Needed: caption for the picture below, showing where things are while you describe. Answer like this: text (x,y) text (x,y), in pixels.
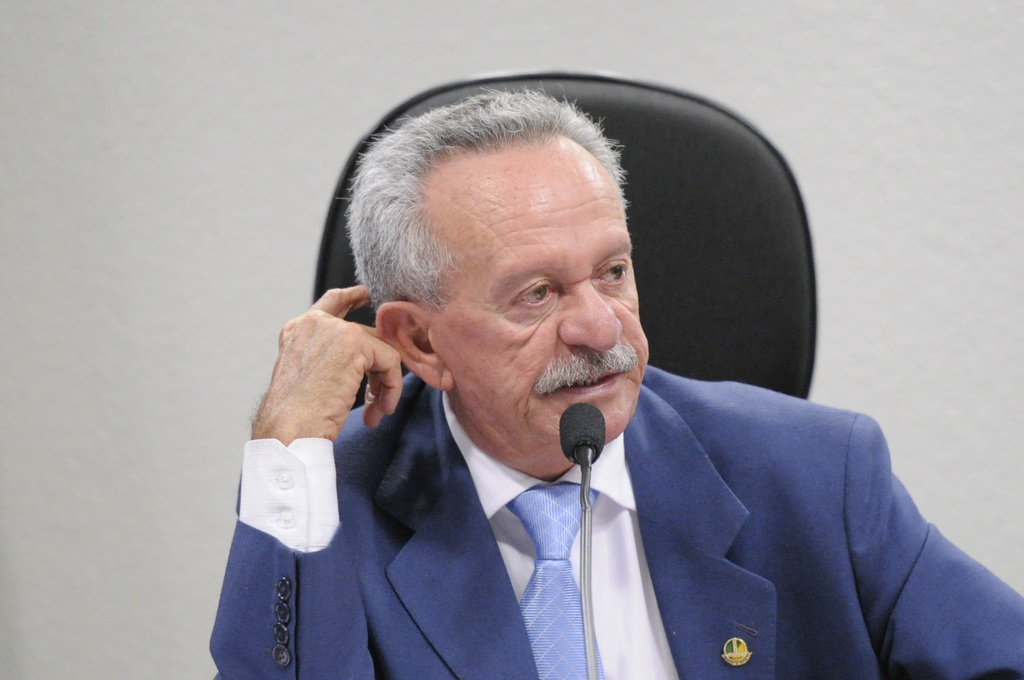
In this image, we can see an old man (751,523) in a suit (751,523) is sitting on the chair (731,280) and talking in-front of a microphone (588,441). Background there is a white wall (942,69).
